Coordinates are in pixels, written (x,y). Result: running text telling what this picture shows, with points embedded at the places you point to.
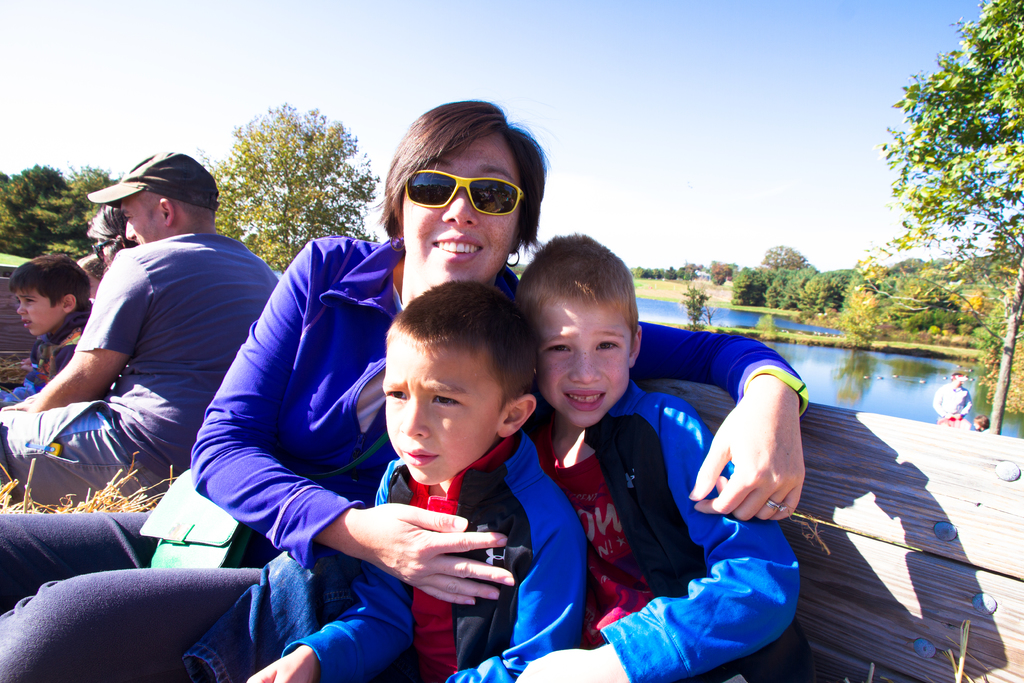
As we can see in the image there are trees (955,318), water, few people (58,334) sitting on benches (7,314) and on the top (507,48) there is sky (444,52).
